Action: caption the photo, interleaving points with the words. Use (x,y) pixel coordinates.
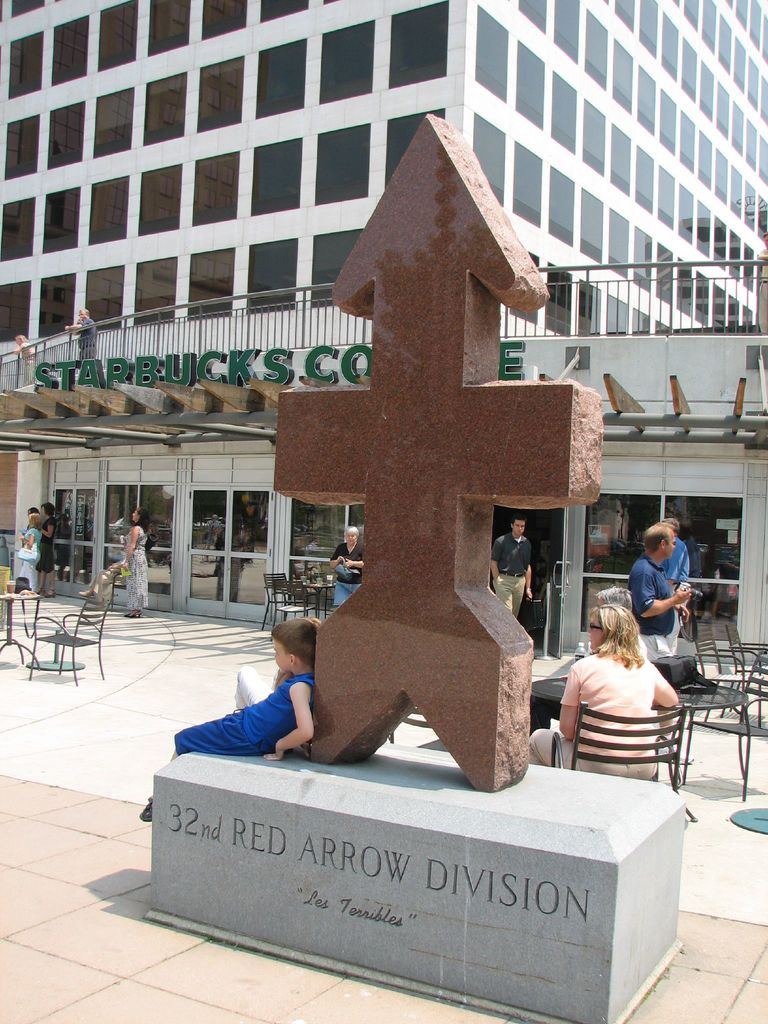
This is a huge building (530,212). This is a store (225,530). Here we can see a stone carving (431,527). Near to the store (530,518) we can see persons (646,581) standing and sitting on chairs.
